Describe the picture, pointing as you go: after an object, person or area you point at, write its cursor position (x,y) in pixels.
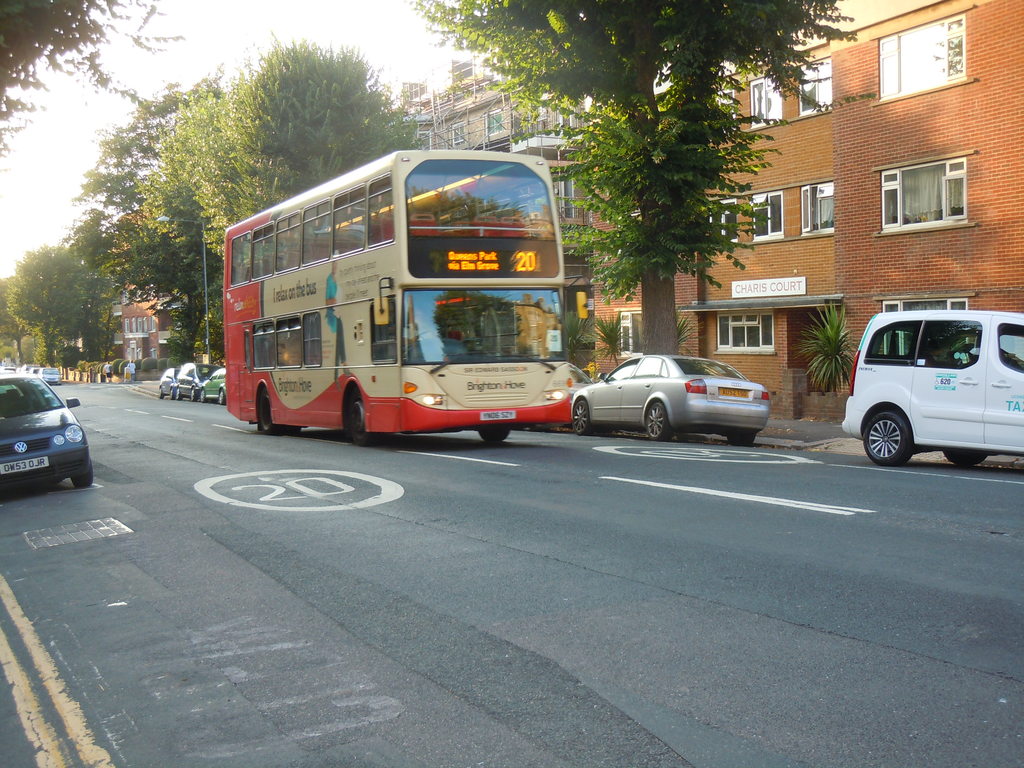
In this picture there is a red color bus (301,335) moving on the road (673,579). On the roadside (80,508) we can see some cars (21,468) are parked. Behind we can see the brown color building (785,190) and trees (266,163).
